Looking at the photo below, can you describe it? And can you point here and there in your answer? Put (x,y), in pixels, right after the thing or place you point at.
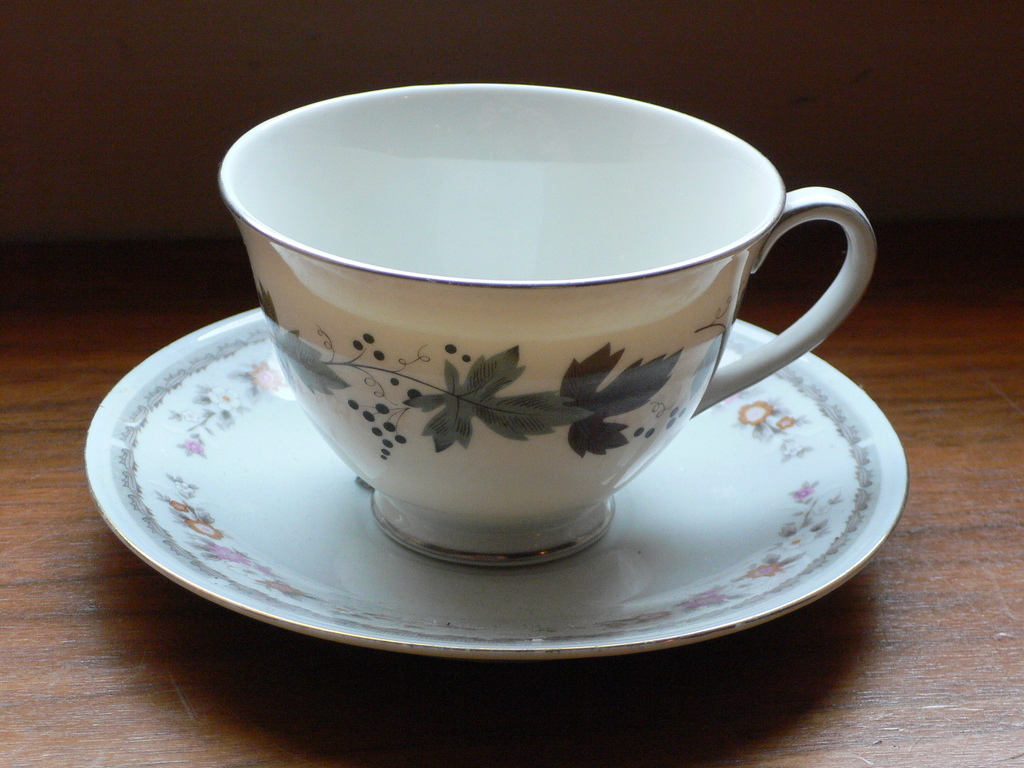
In the center of the image (555,450) we can see a cup (492,460) and a saucer (483,592) placed on the table (609,683). In the background (213,87) there is a wall (199,105).
